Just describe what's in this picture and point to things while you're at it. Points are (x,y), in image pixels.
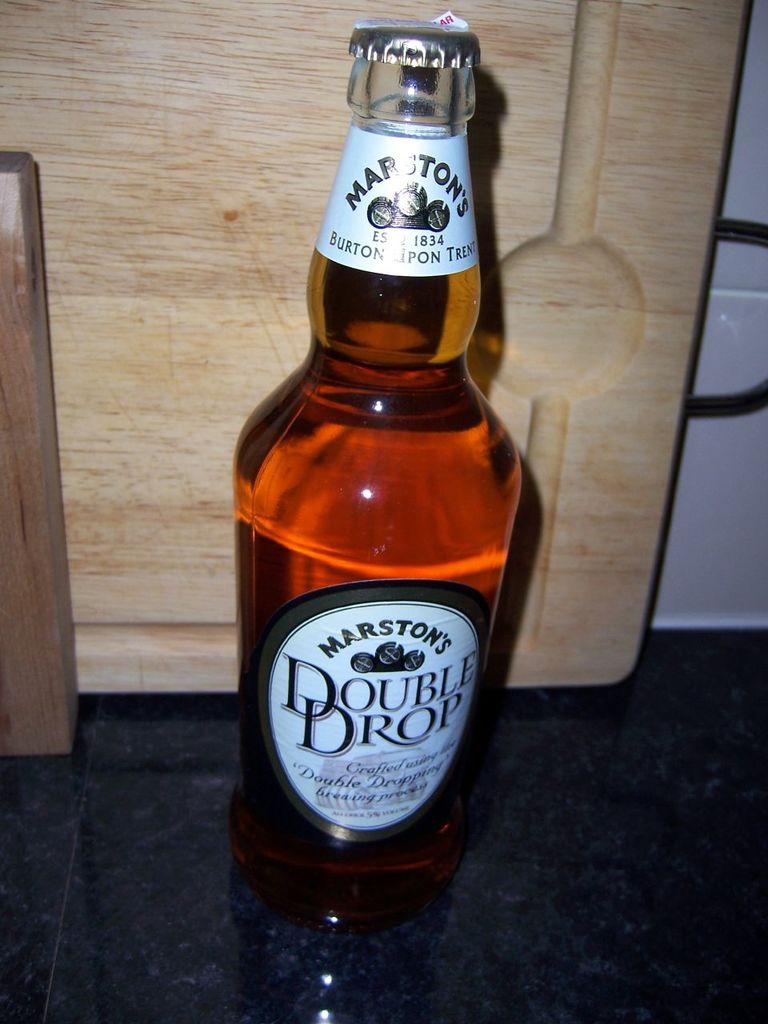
In this image, There is a counter (496,1006) which is in black color on that counter (338,968) there is a beer bottle (252,884) which is in brown color and in the background (239,397) there is a wooden block (195,143) which is in yellow color.
